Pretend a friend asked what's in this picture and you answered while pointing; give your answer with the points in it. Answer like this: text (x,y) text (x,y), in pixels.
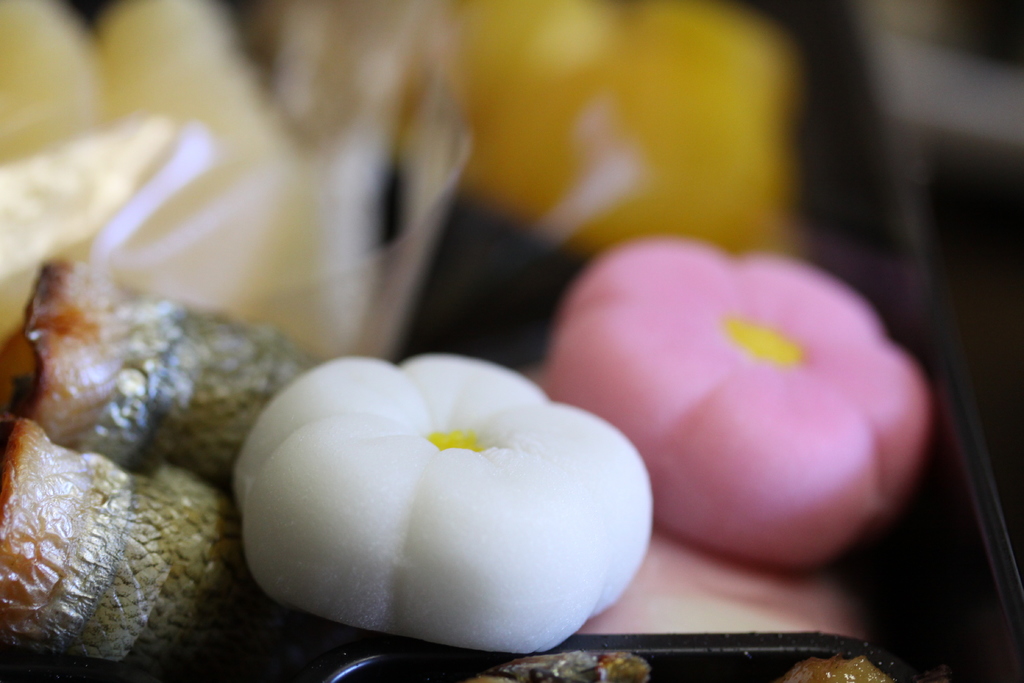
In this image we can see the sweets (615,339) and the background (897,40) is blurred.
